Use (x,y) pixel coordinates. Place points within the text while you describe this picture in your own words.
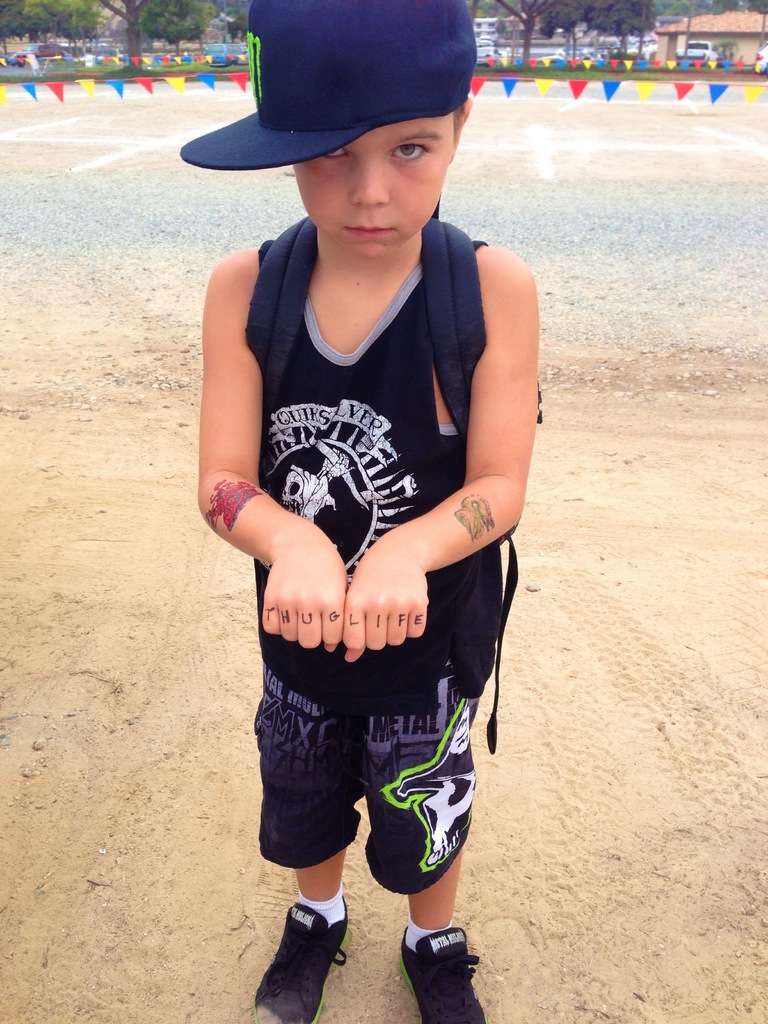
Here we can see a boy (453,964) and he wore a cap (401,41). In the background (41,34) we can see flags (753,100), vehicles (550,55), houses (685,31), and trees (62,10).
